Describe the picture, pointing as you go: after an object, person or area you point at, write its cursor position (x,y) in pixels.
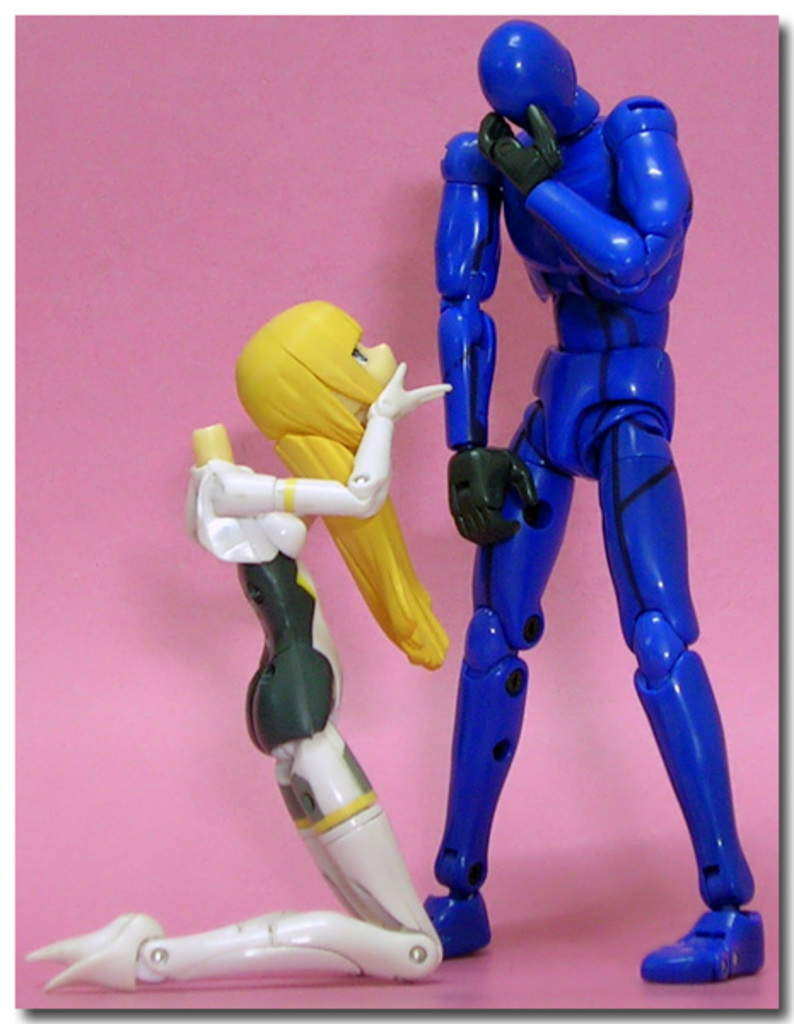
In this image we can see two toys (337,850) placed on the surface (459,990).
